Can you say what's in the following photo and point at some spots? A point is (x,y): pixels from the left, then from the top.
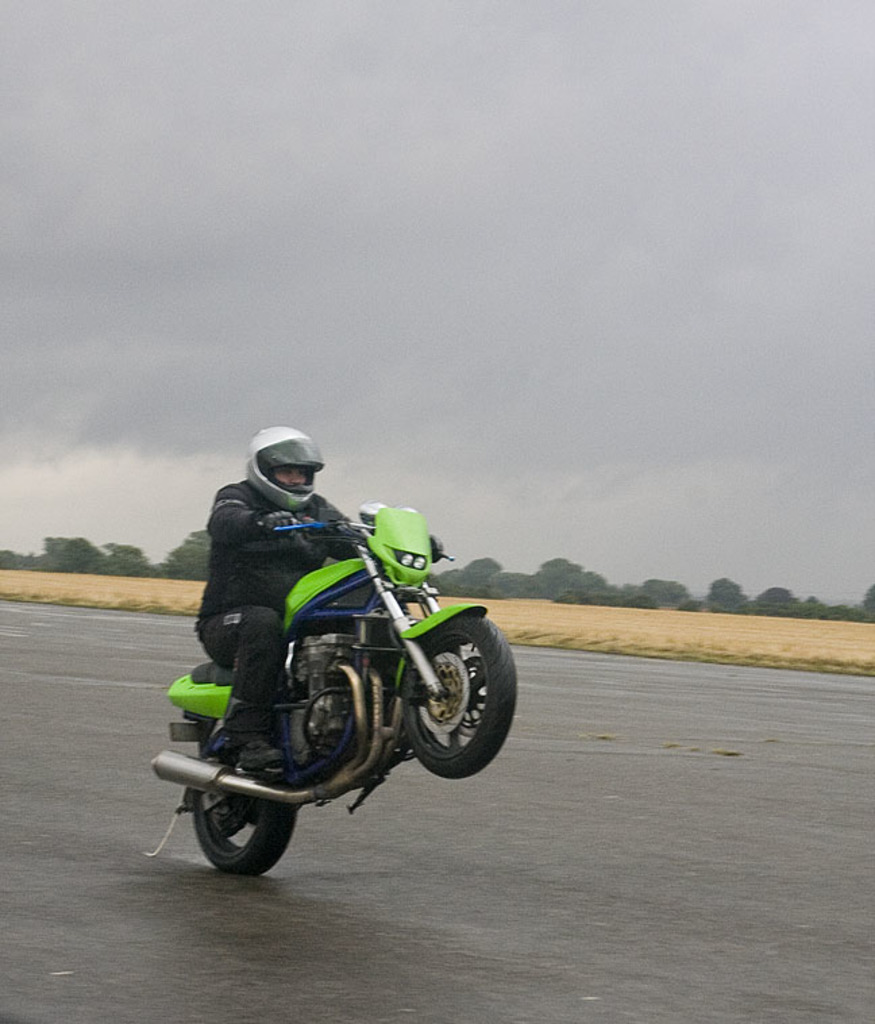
In the foreground of this image (327,695), there is a man (266,570) on the bike (327,667) which is moving on the road (254,879) on one Tyre (224,865). In the background (773,603), there are trees (652,601), sky (172,497) and the cloud (159,475).
